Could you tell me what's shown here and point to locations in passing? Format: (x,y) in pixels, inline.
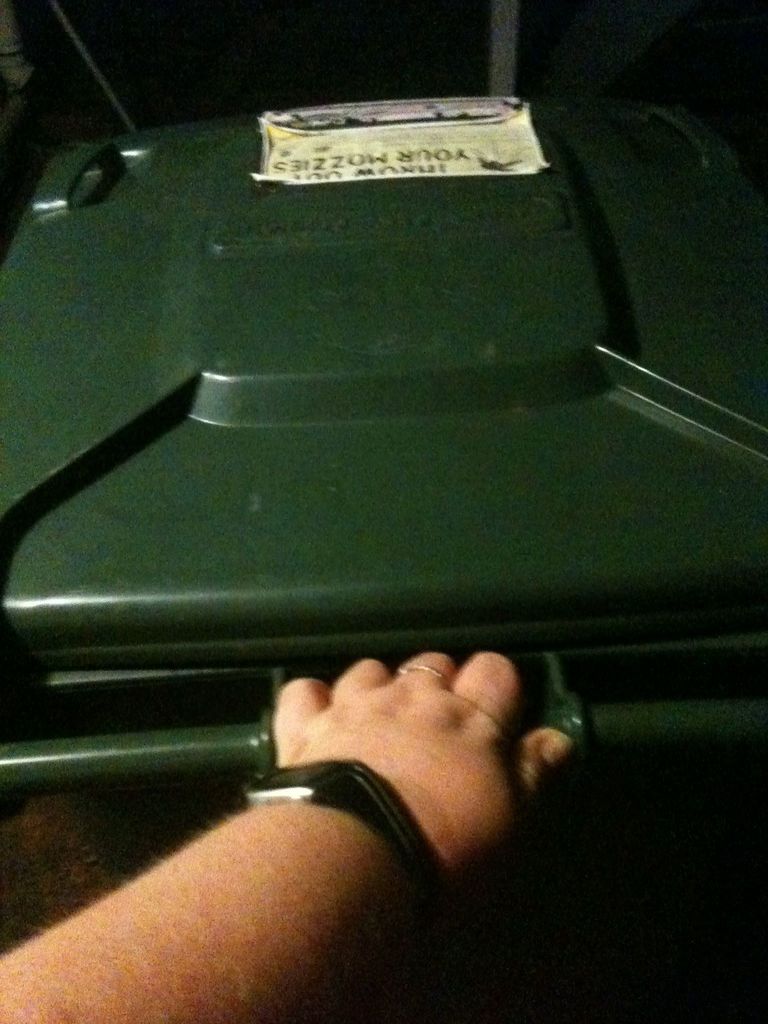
In this picture there is a green color garbage bin (371,404). In the front (358,735) bottom side we can see the person hand (296,870).
